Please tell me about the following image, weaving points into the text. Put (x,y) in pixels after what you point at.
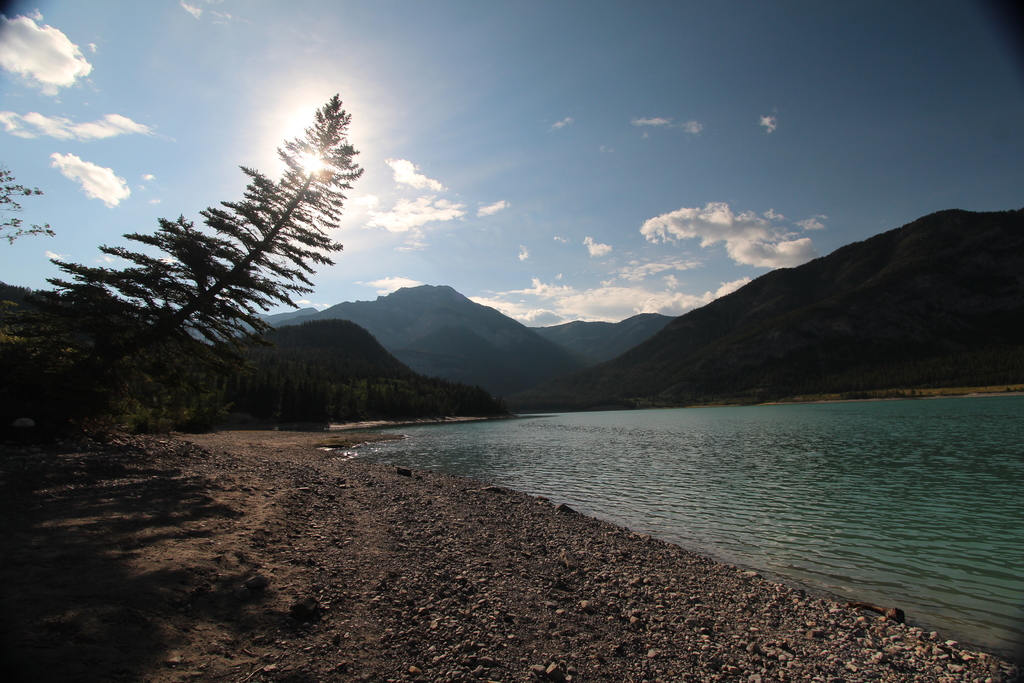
It is a lake shore (500,498), there is a lot of sand (453,517) and rocks (375,582). Behind the sand (271,487) there are many trees (298,373) and in the background (383,337) there are a lot of mountains (805,307).
